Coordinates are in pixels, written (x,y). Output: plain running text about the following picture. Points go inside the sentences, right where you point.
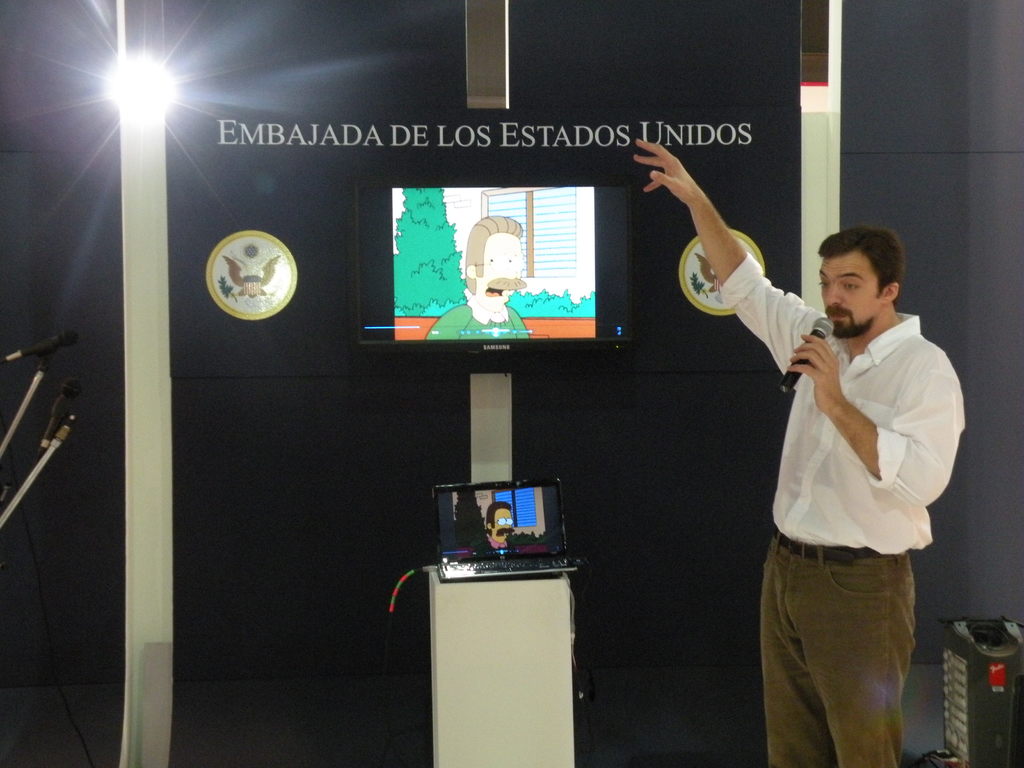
In the picture I can see a person (905,458) wearing white shirt (927,438) is standing and holding a mic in his hands (819,365) and speaking in front of it in the right corner (842,420) and there is a television (555,263) which has an image (572,256) displayed on it is beside him and there is a laptop (524,528) below it and there is something written on the wall (342,112) behind it and there are two mics (61,426) attached to a stand (48,459) in the left corner (45,355).
